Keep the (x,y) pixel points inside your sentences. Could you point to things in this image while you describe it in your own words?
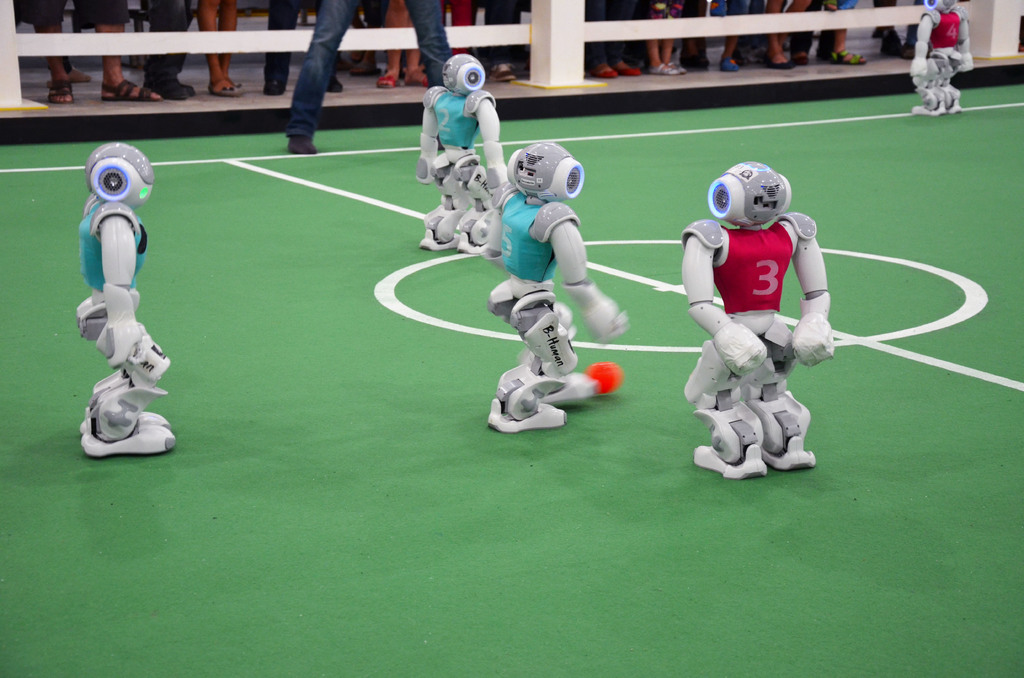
In this image, we can see robots (566,194) on the green surface (398,363). Here we can see white lines (664,350) and orange color object (605,376). Top of the image (8,60), we can see human legs (55,60) and railing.
